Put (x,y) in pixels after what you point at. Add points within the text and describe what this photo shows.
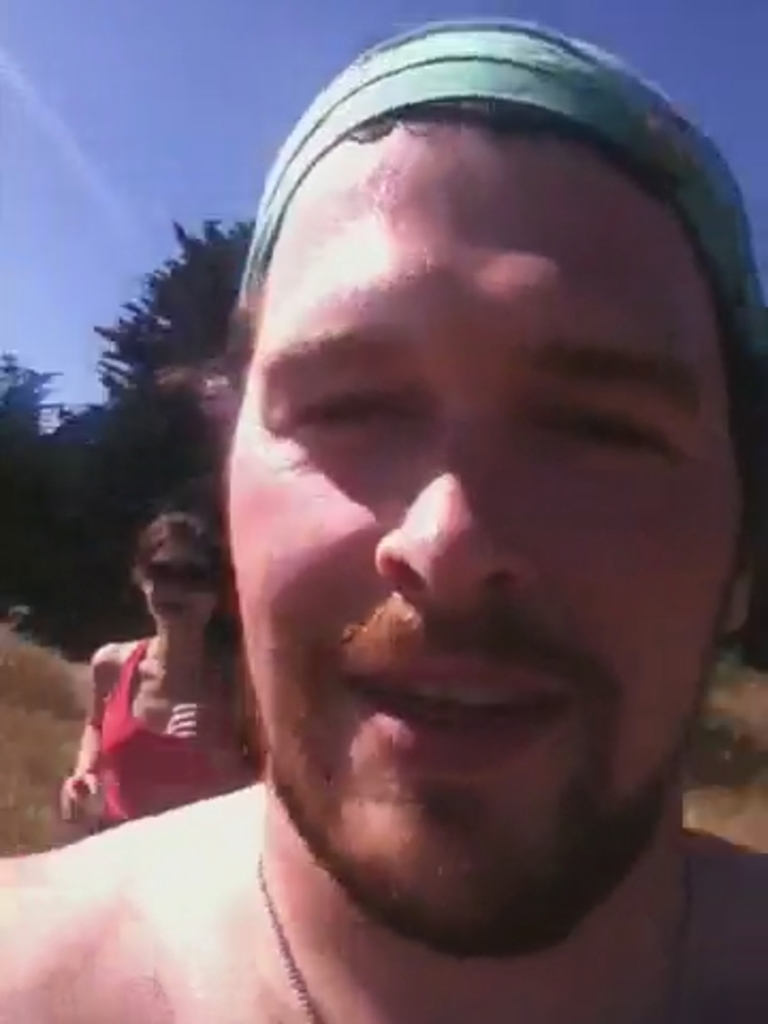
In this image we can see a man (343,914), behind him there is a lady (138,761). In the background (130,434) there are trees (72,559) and sky (116,140).
